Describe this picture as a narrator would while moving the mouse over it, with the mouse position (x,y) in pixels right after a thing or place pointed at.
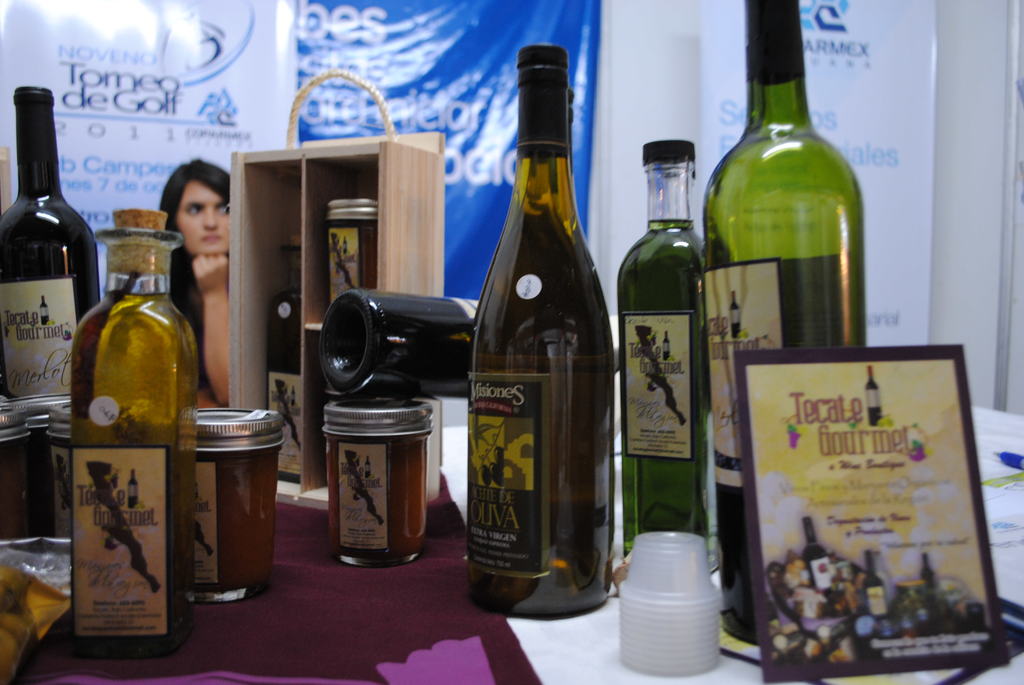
In this image, there is a table (618,654) on that table (1000,537) there are some wine bottles (792,239) which are in green and black color, there is a photo (789,403) which is in yellow color kept on the table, there are some glasses (660,630) which are in white color kept on the table (459,581), there is a yellow color object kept on the table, In the background (179,90) there is a white and blue color.
